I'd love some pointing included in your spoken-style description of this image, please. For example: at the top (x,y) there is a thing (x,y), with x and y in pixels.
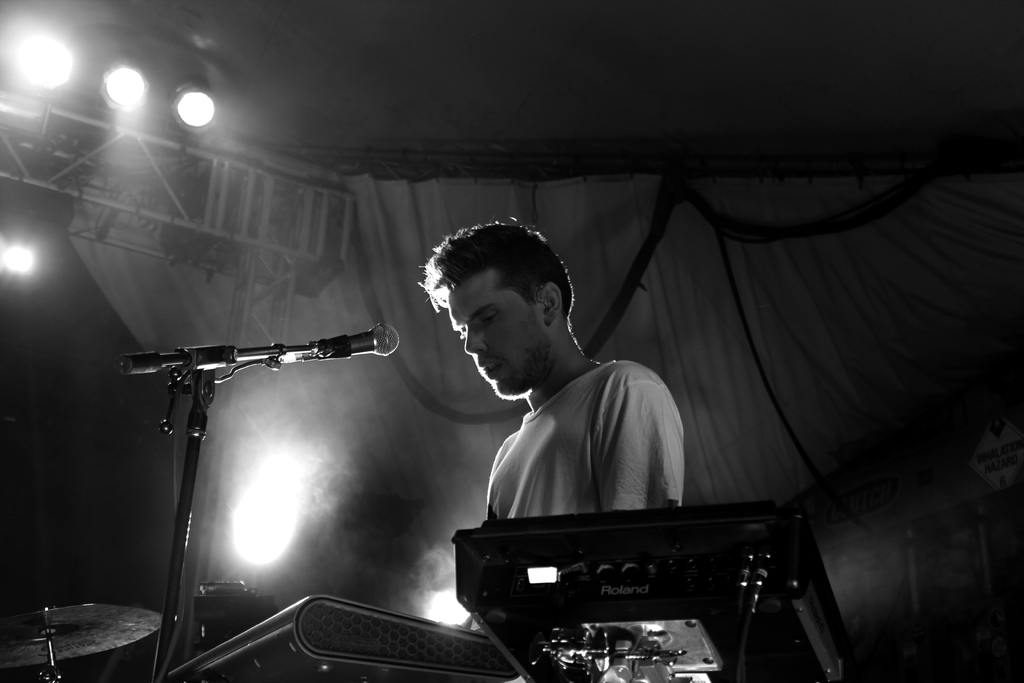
This is a black and white picture, In the middle (655,444) there is a man (525,398) with mic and music instruments (486,647) in front of him and over the ceiling (72,77) there are lights (197,110) and over the background (782,276) there is curtain (474,214).
